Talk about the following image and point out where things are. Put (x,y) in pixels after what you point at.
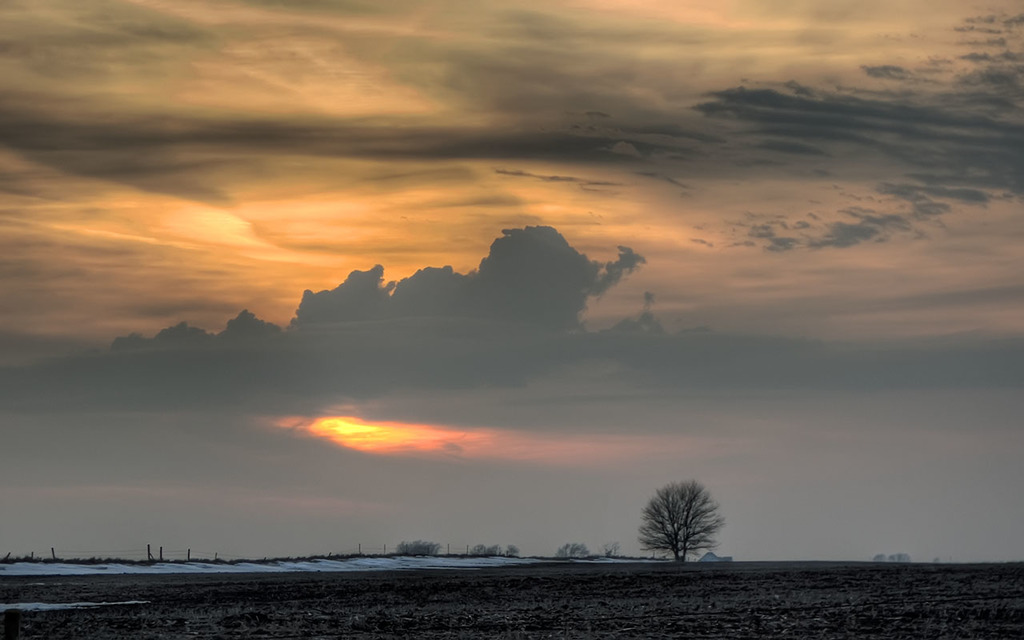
In this picture we can see ground (191,571), trees (678,512), poles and house (707,553). In the background of the image (790,405) we can see the sky (503,418) with clouds (480,413).
